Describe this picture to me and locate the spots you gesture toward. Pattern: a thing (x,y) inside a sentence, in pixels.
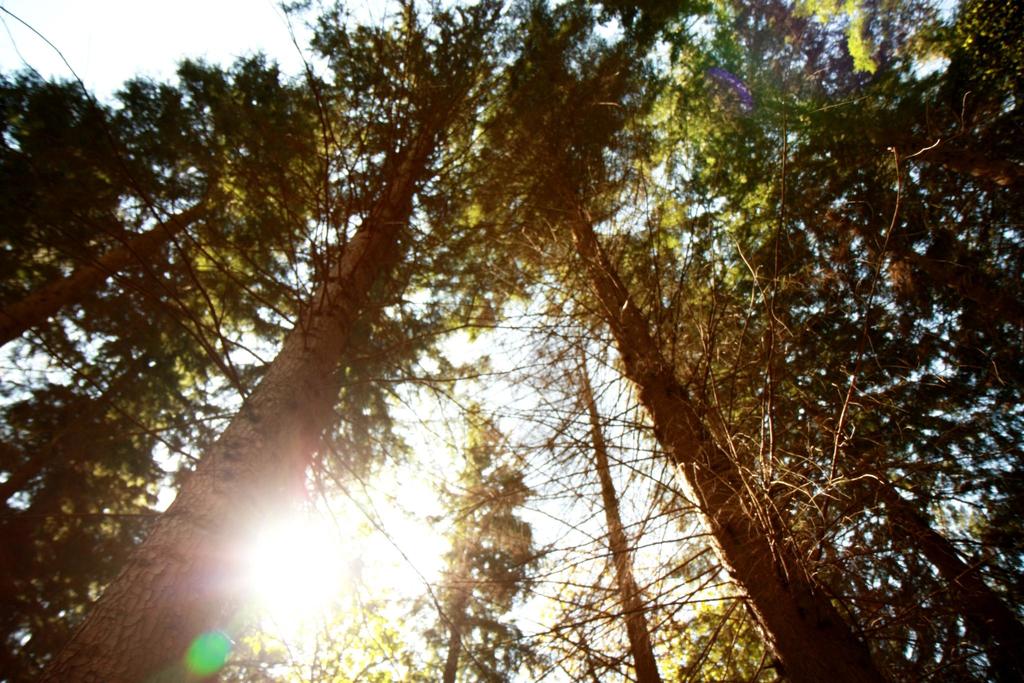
In this image we can see sky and trees (682,355).
